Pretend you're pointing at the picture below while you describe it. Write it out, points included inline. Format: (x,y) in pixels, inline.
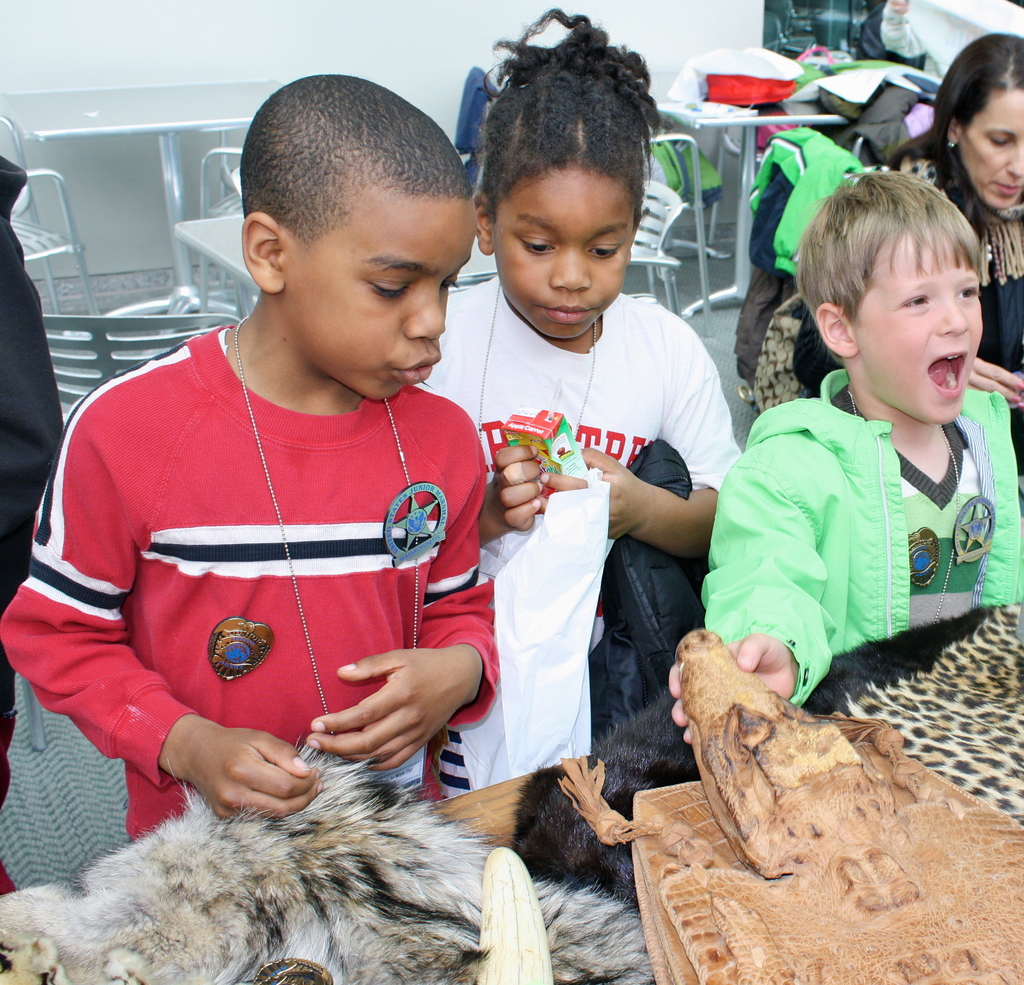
In the image there are some animal skins (634,792) and in front of those skins (747,691) there are few kids (603,407) and behind them there are empty chairs (118,346) and a table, in the background (317,5) there is a wall (317,5).
